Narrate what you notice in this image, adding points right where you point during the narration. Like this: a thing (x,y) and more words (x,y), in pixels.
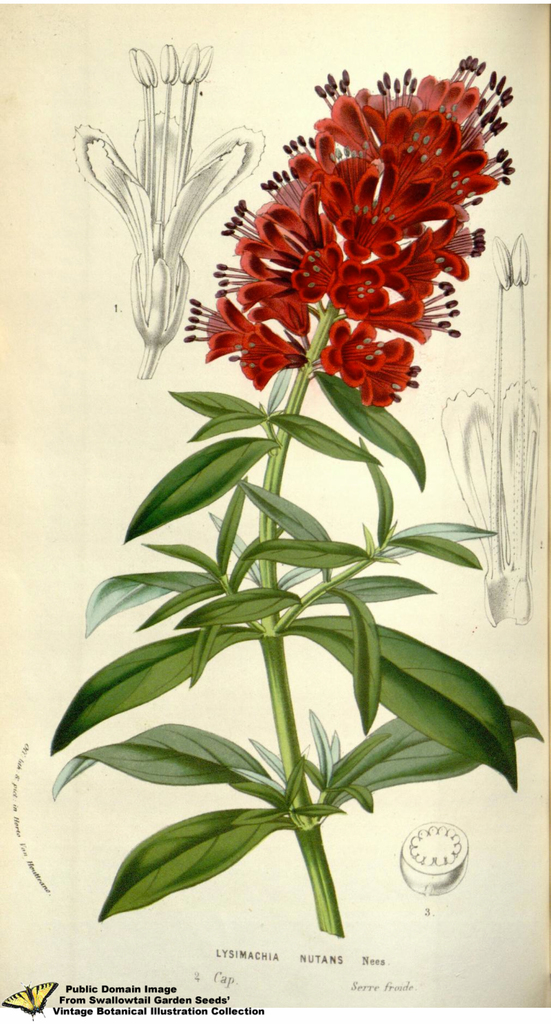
Here in this picture we can see a painting (313,365) of a flower (207,316) present on a sheet (114,931).
